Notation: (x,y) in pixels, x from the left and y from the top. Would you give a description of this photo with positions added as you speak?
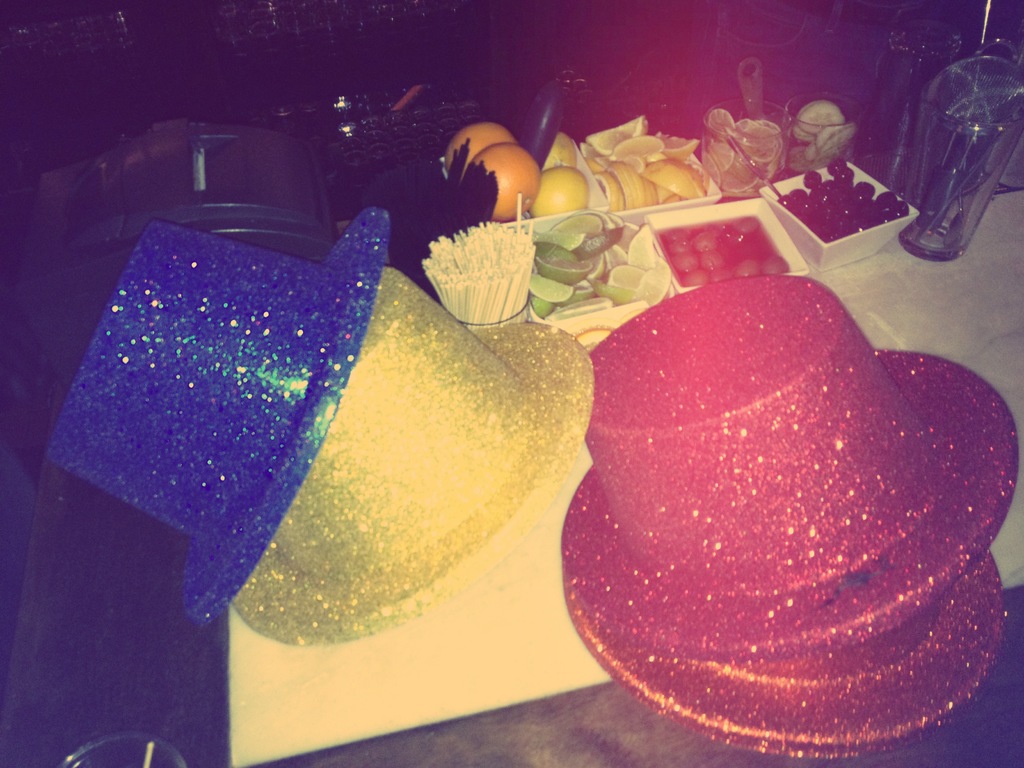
In this picture there are few hats (691,536) which are in different colors and there are few eatables (708,245) and some other objects (988,138) beside it.
